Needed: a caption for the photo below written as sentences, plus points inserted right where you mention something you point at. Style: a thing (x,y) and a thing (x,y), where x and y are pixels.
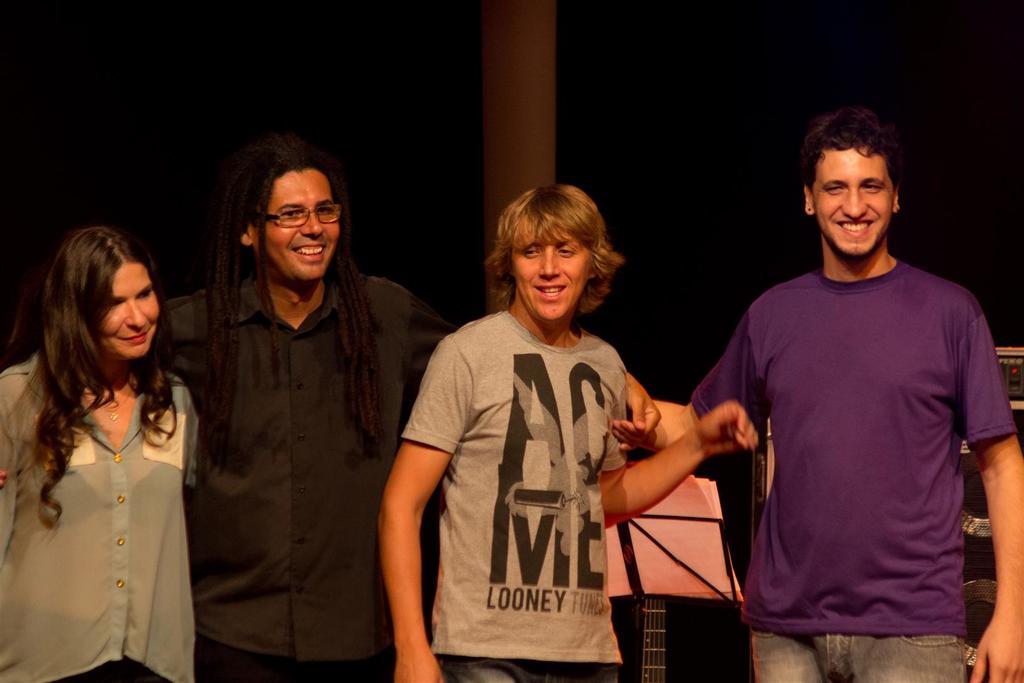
In the center of the image (360,334) there are people (330,656) standing. There is a pillar (547,22) at the background of the image (500,32).
